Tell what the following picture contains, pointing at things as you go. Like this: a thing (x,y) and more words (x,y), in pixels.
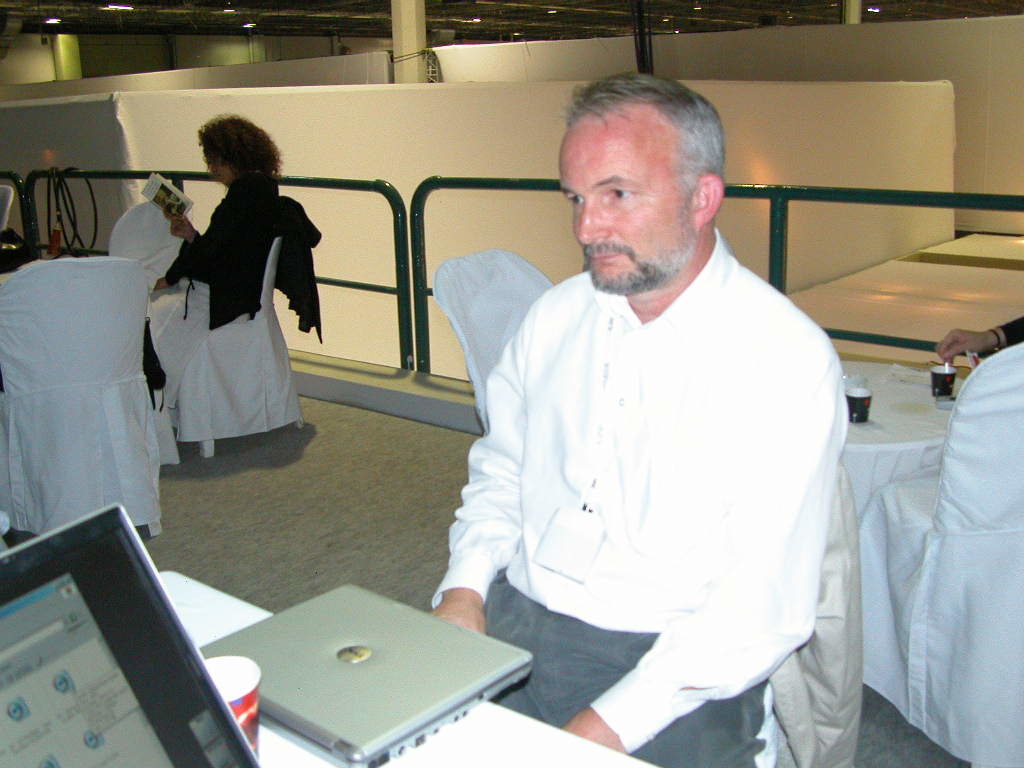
In the image we can see a man (630,475) sitting, wearing clothes (633,610) and in front of him there is a table (474,746). On the table (464,742) we can see the laptop (397,723), glass (238,697) and the other device (87,693). Behind him we can see human hand (948,354) and two glasses (856,399) on the table (883,380). There are many chairs (1017,426). Here we can see another person (204,276) sitting, wearing clothes (222,262) and holding book (159,188) in hand (188,221). Here we can see floor (354,438), metal rod (390,195) and lights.
